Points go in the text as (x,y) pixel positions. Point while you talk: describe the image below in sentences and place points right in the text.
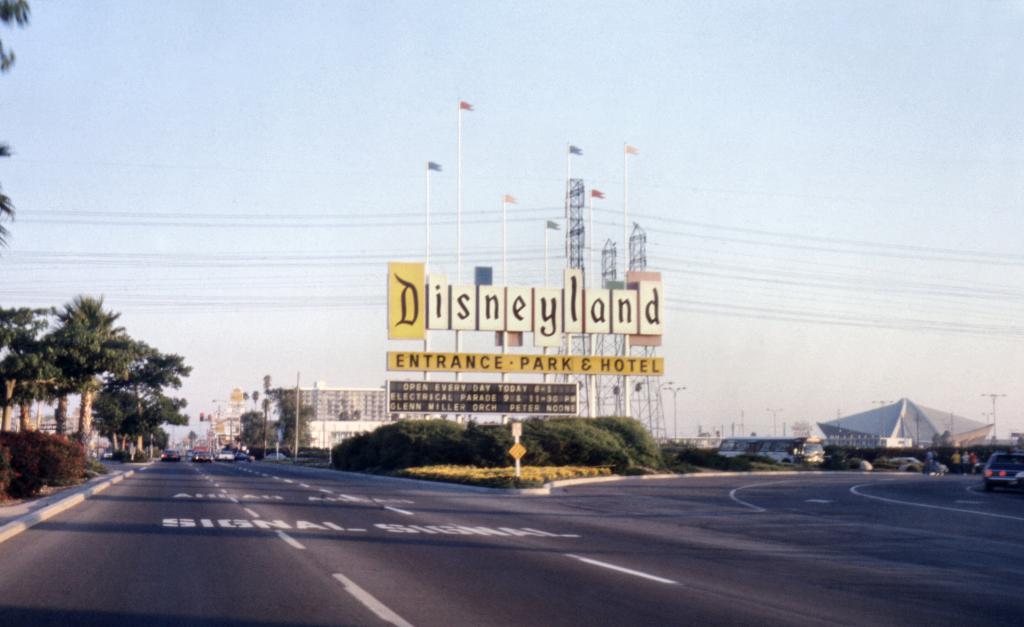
In this picture I can see trees (93,413). I can see green grass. I can see the vehicles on the road (503,540). I can see electric wires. I can see electric poles (577,222). I can see hoardings (527,393). I can see the buildings (865,426). I can see the sky (532,229).
